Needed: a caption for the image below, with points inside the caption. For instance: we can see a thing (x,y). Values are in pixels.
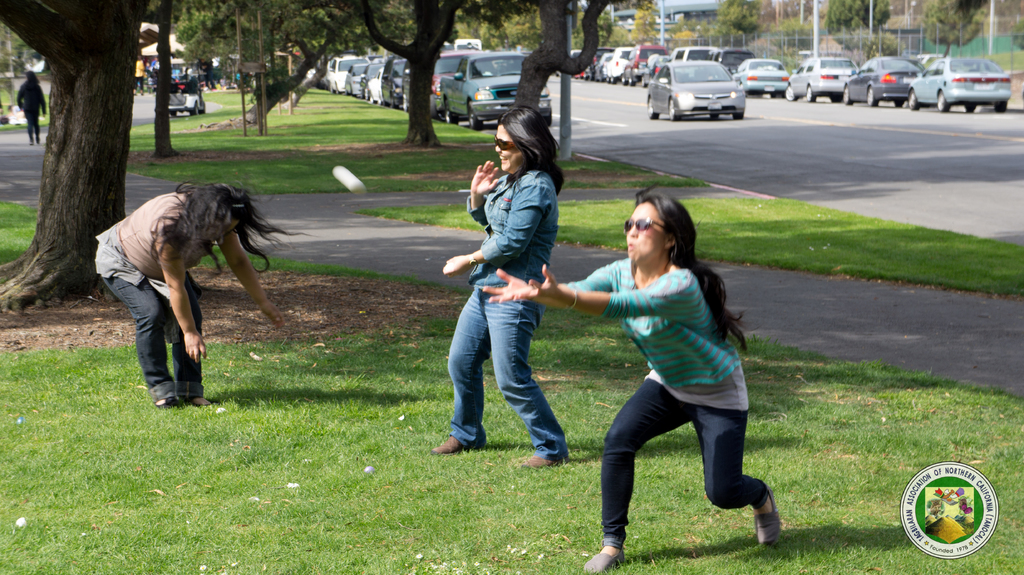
In the image in the center (532,218), we can see one ball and three persons (547,223). On the right bottom of the image (963,488), there is a logo (956,501). In the background (588,17), we can see trees (174,17), grass (374,134), poles (663,31), vehicles (655,66) and few people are standing.
